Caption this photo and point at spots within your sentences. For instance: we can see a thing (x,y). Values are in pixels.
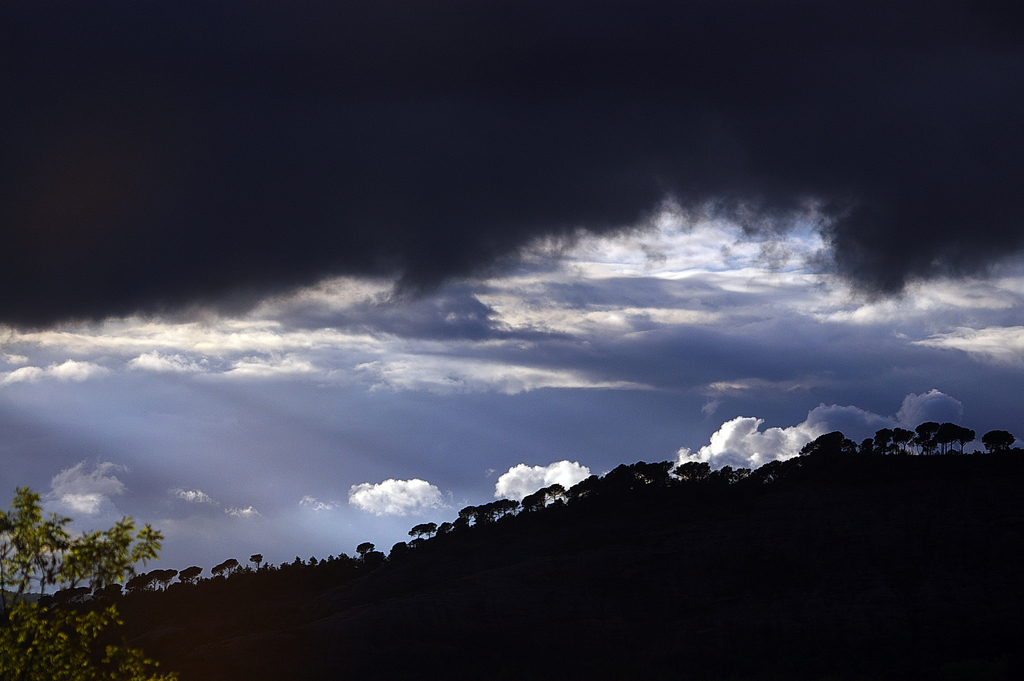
In this picture we can see trees (128,661) and in the background (682,326) we can see sky (565,423) with clouds (566,378).
